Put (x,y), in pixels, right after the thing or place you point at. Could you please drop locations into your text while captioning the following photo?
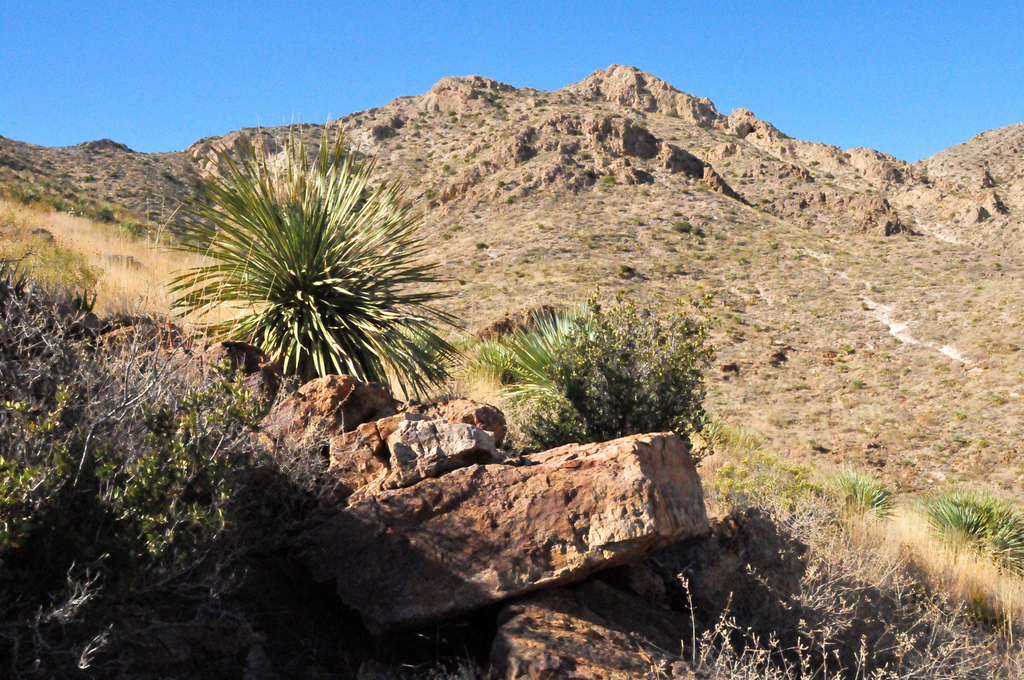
In the picture I can see few rocks (454,427) and there are plants (432,313) on either sides of it and there are mountains (565,118) in the background (454,119).
